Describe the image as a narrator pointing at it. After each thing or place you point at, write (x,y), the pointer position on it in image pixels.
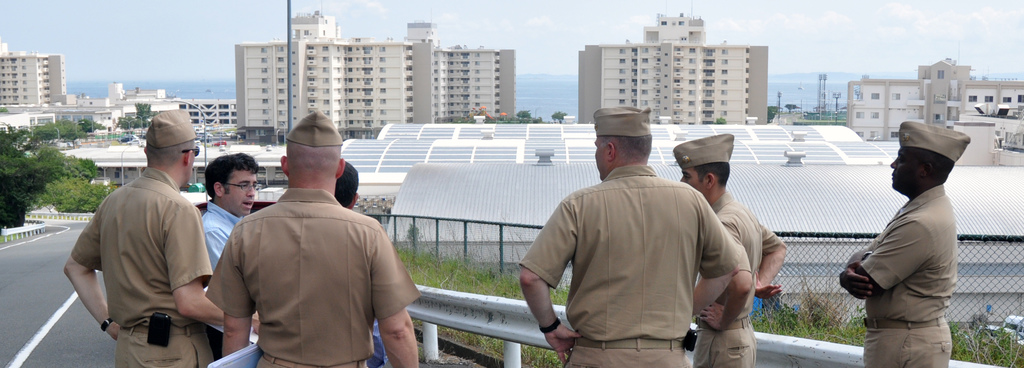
In this image there are few navy men (262,305), on the road (31,315) beside the road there are trees (19,208) and fencing (456,225) in the background (464,84) there are buildings (635,102) and a sky (775,40).
